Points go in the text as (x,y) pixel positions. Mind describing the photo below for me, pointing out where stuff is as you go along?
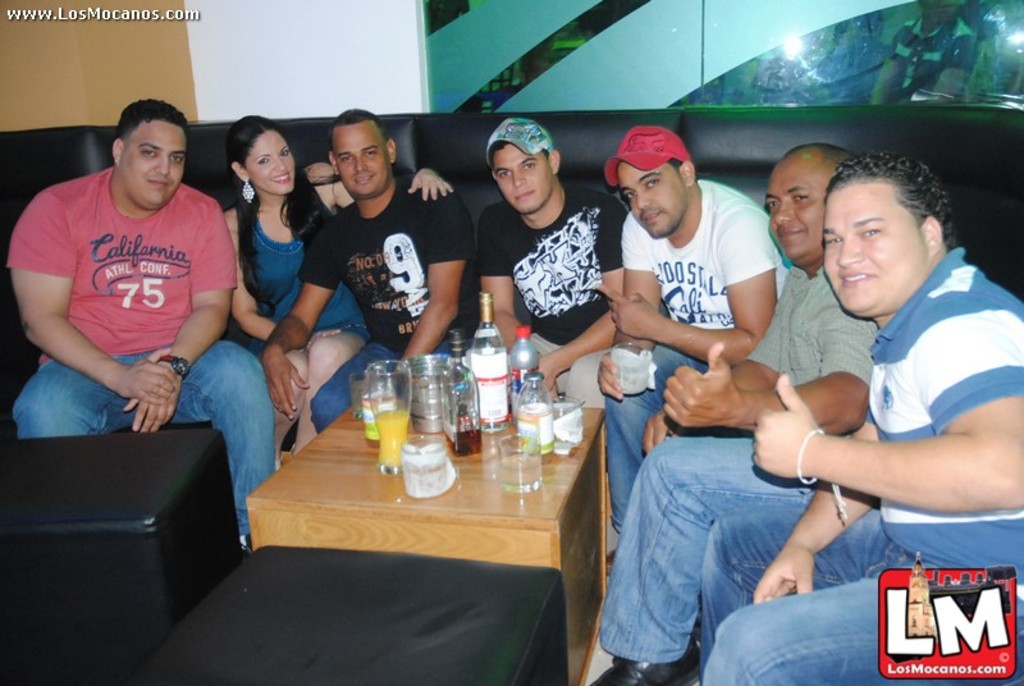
There are seven members (794,182) sitting on sofa (585,156). Out of which two are wearing a cap (667,146). One is red and one is sky blue. Out of seven members (607,218) one is lady (251,200) having a smile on her face (269,182). In the middle of the image (491,339), there is a table (432,528) where glasses (413,445), bottle (460,438), juices (399,444) are kept. At the end of the image bottom right (1003,663), there is a logo (887,575) written LM with building (925,610). There is a background (869,39) with glass (761,74) and in that one person (944,7) is visible.
